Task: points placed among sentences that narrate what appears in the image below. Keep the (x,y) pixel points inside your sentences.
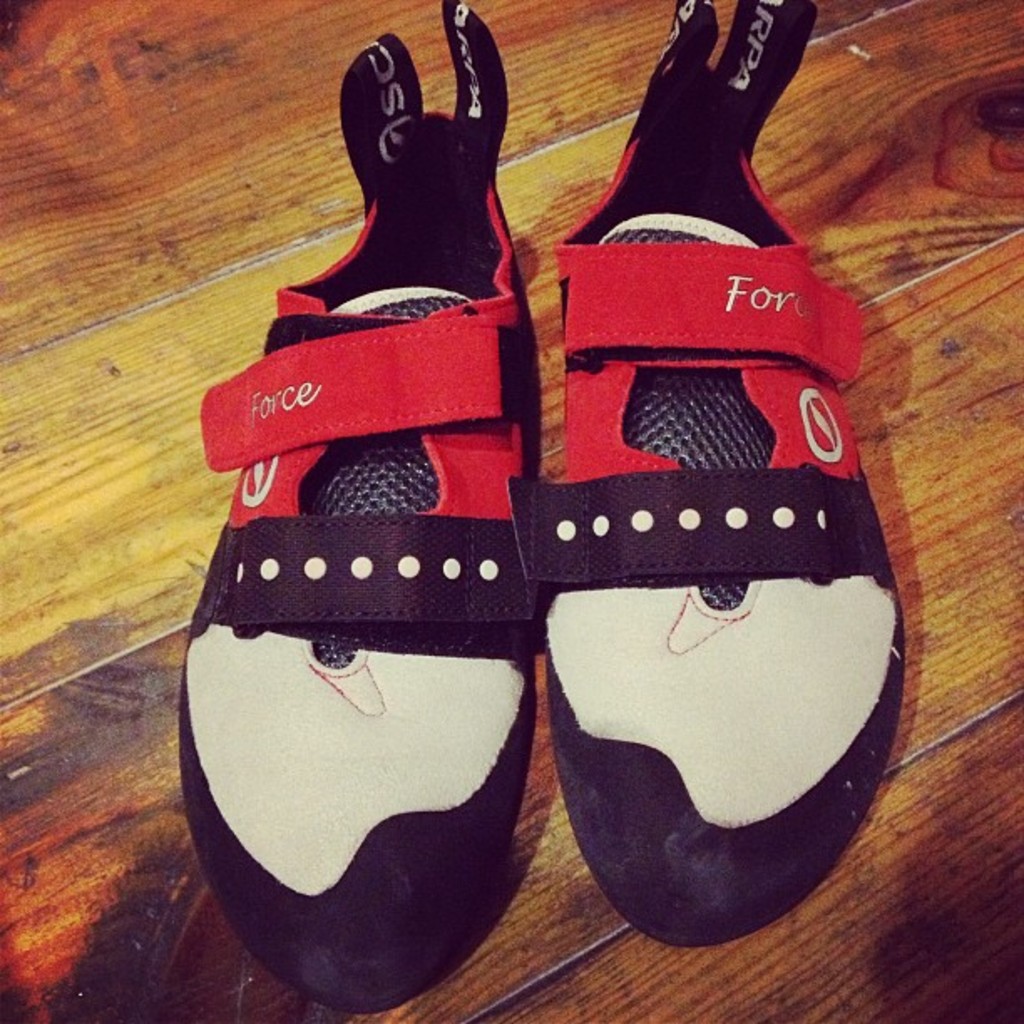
In the image we can see there are shoes (596,589) kept on the floor (108,724).
